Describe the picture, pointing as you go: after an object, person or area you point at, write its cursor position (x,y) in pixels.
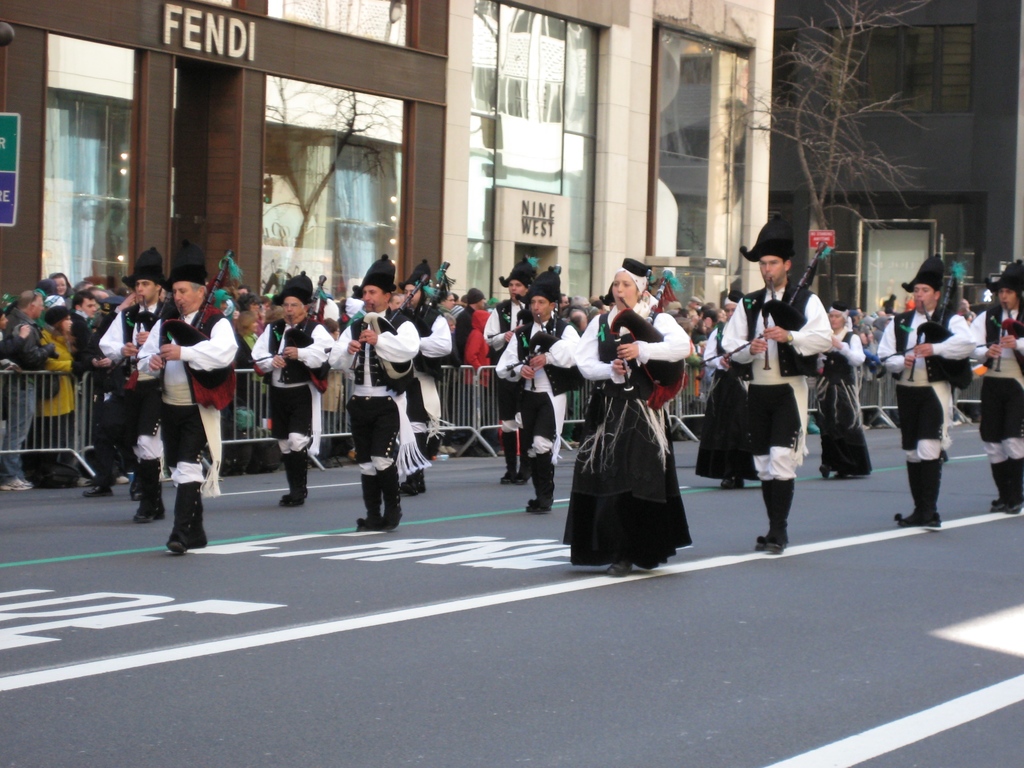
In this image, we can see a group of people (580,502). Few are on the road (420,675) and holding musical instruments (644,367). Background (97,198) we can see barricades (84,467), buildings (498,241), walls (1008,154), glasses (264,261), tree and name boards (7,169).
